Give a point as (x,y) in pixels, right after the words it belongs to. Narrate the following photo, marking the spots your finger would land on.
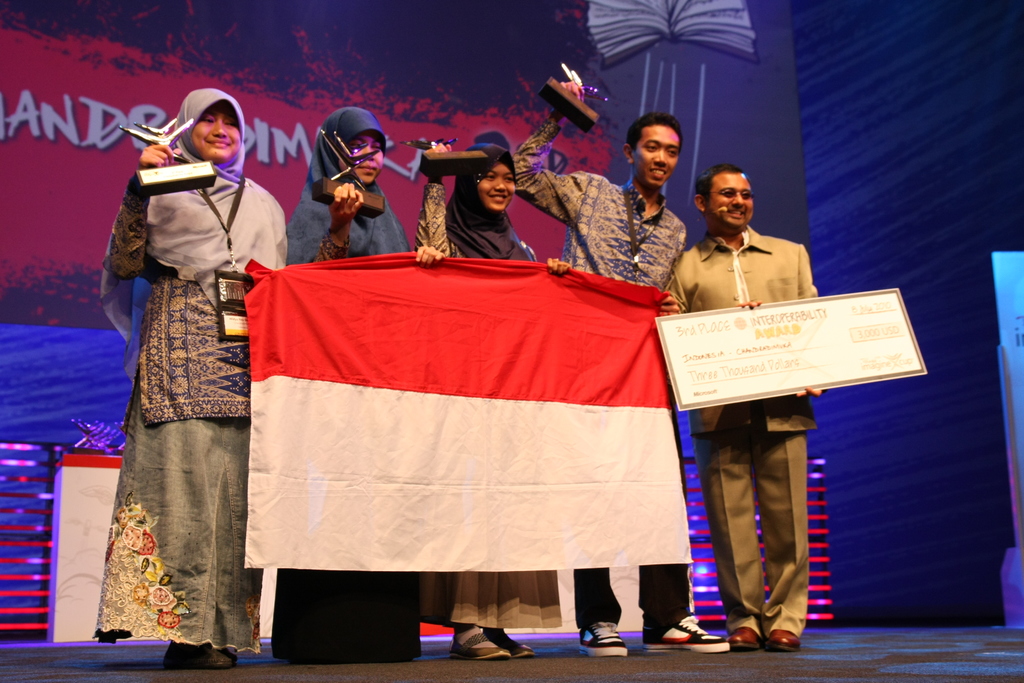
In this image I can see group of people (735,184) standing and they are holding a cloth (506,434) and the cloth (521,421) is in white and red color. I can also see a person (795,472) holding a board (820,311) which is in white color, background (342,99) I can see a banner (491,108) in blue, red and black color.
